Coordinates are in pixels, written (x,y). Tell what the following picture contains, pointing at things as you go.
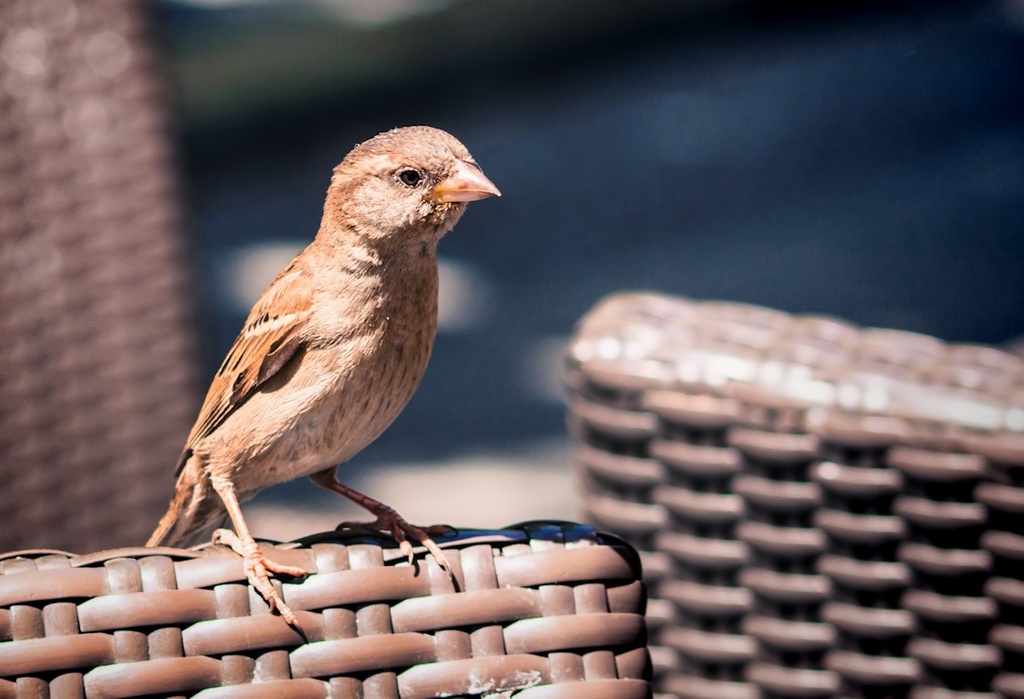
In this image, we can see a bird (424,538) sitting on an object (216,592) and there is a blurred background (53,106).
